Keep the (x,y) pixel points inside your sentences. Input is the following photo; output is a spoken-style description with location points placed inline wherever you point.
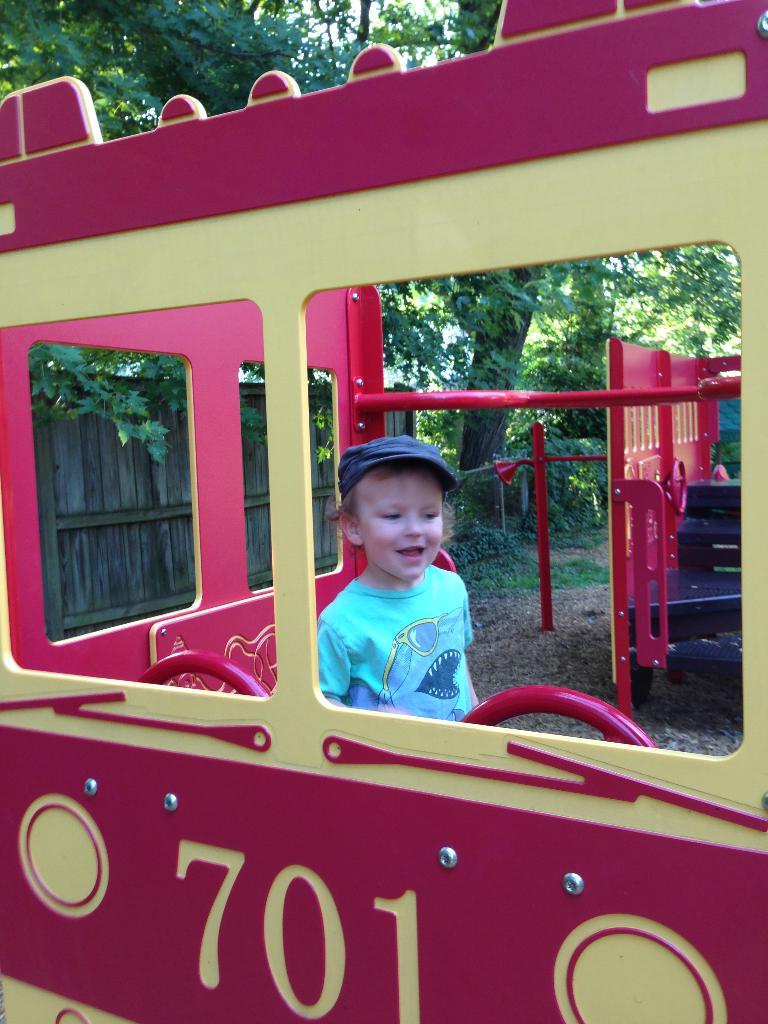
In this image I can see a vehicle (108,646), in the vehicle (584,1021) I can see a boy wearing a cap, behind the vehicle (468,397) there is a wooden fence (109,454) and some trees (506,276) visible.
